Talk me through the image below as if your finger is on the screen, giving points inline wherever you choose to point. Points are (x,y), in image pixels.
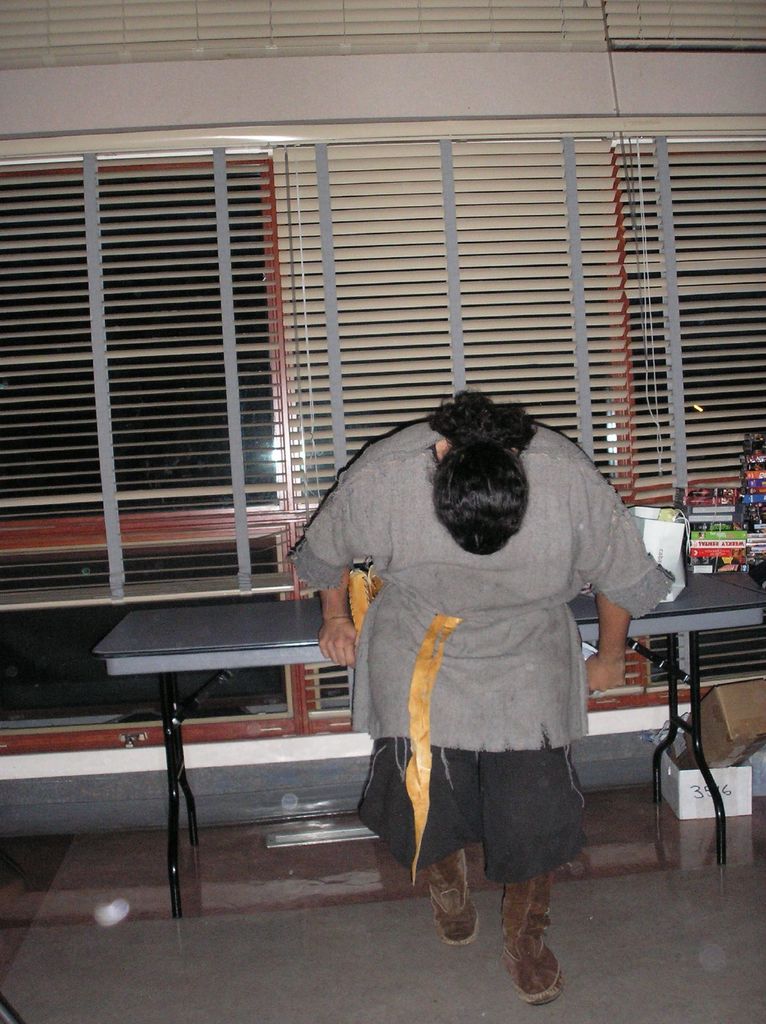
The picture is taken inside a room (685,975). There is a person (559,804) and wore boots (526,921) and is looking down. There is table (217,666) to the wall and some things (698,513) are placed on it. There is a cardboard box (677,781) below the table (705,767) and a number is written on it. In the background (315,676) there are windows (160,536) and window blinds (255,321) to it.
